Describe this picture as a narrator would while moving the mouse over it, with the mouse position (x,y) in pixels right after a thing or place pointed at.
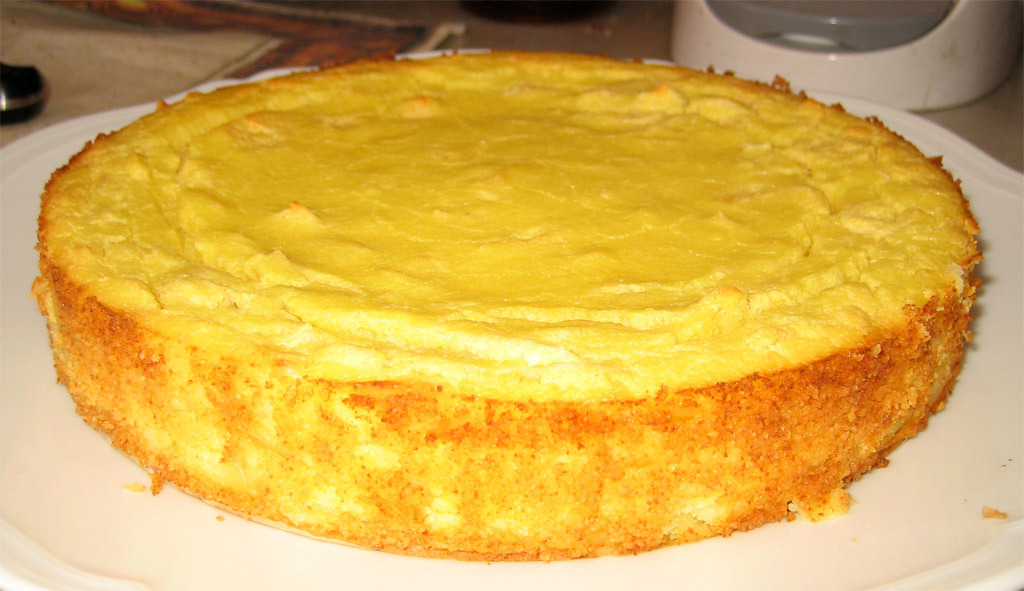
Here in this picture we can see a cake (517,369) present on a plate (459,579).
